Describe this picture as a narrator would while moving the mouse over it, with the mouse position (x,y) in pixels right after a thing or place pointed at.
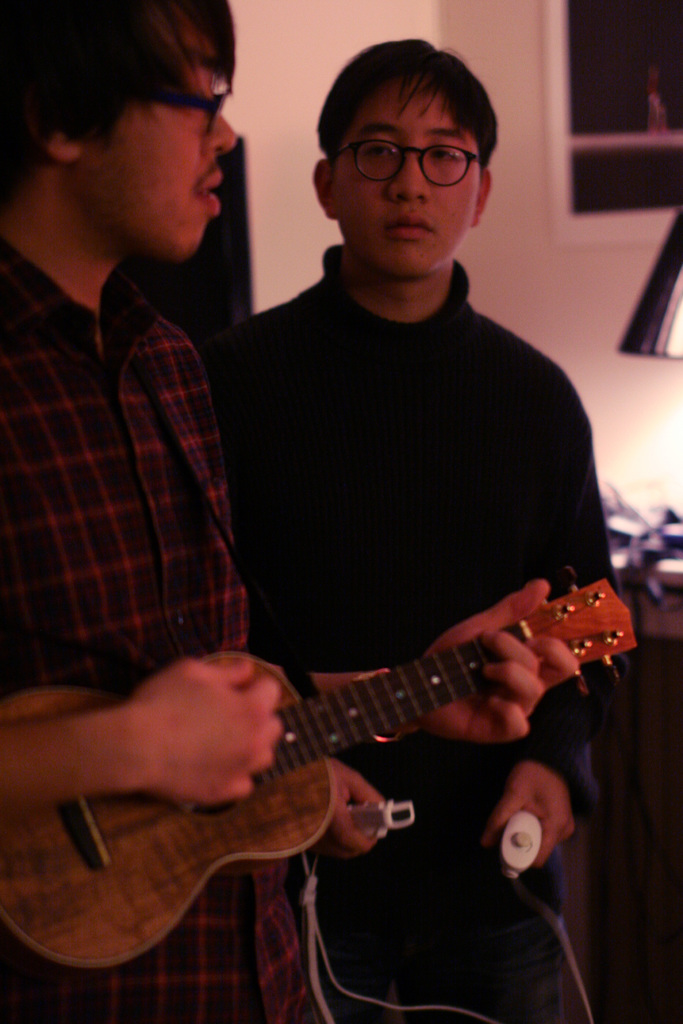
This Picture describe about the two guys (145,440) standing beside each other, Left boy (110,510) wearing red check shirt (84,523) playing guitar (195,823) and beside one watching straight in the camera.
